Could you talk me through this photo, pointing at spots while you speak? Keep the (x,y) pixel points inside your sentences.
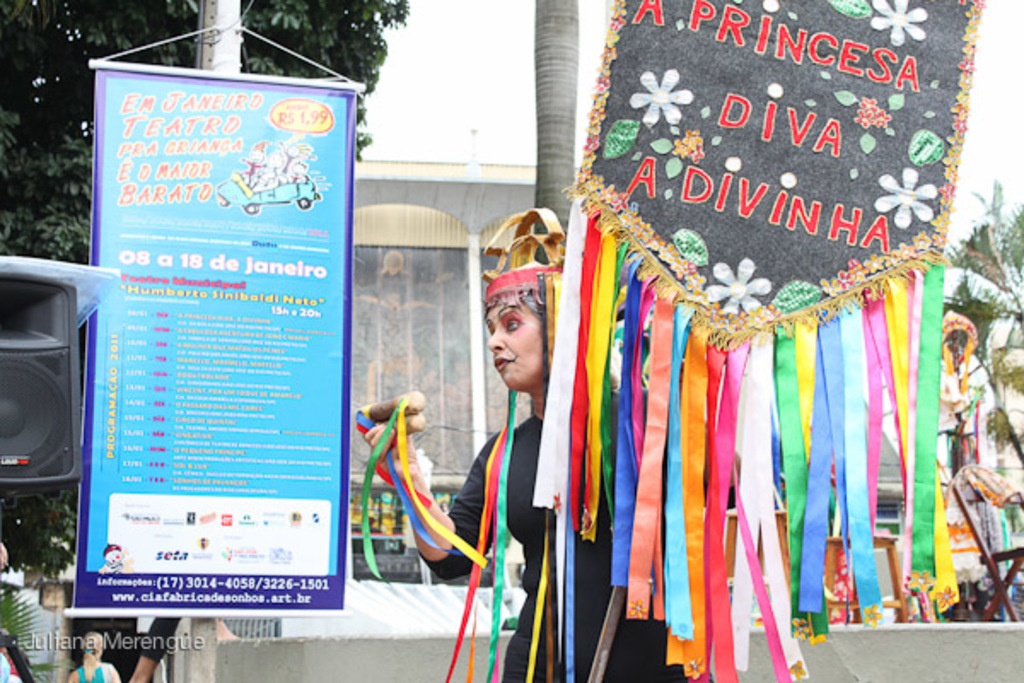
In this picture I can see a human (528,589) holding a board (720,296) with some text (805,130) and I can see an advertisement board (209,238) to the pole (218,51) with some text (221,222) and I can see a tree (86,174) and a sound box (62,394) and few people (145,656) are standing and I can see a building (419,307) on the back (430,330) and I can see a bus (384,557) and a cloudy sky (971,144).
